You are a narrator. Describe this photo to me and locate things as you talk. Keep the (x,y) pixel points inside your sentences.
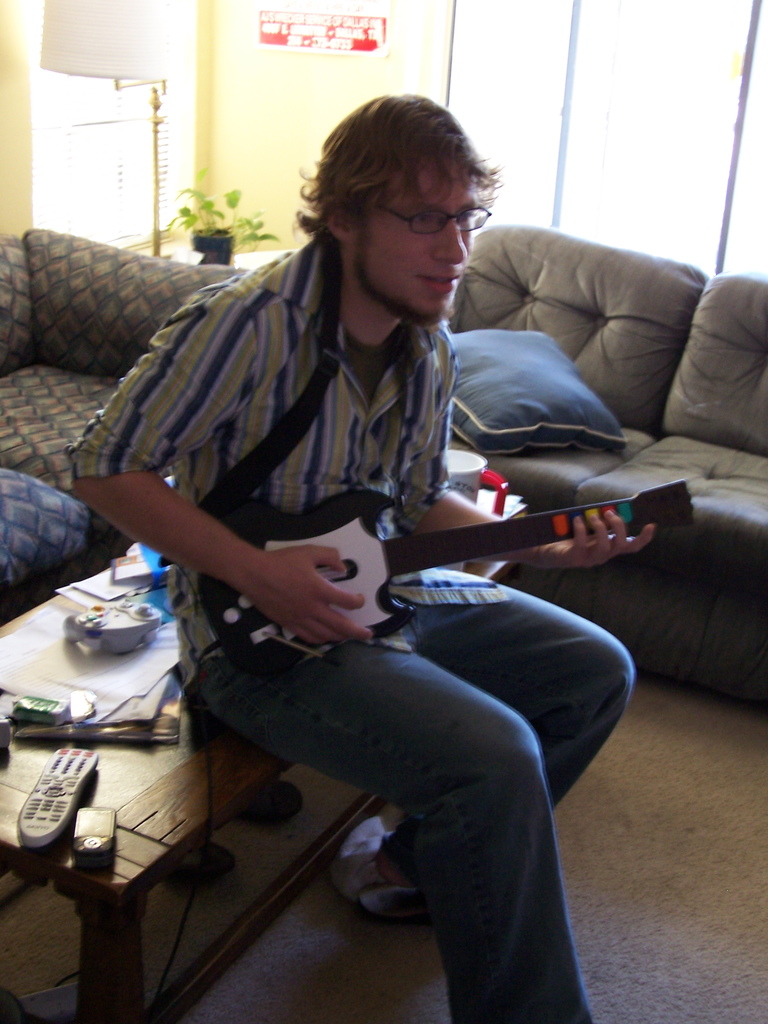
In this image there is a person (465,729) sitting on a table (201,804) and playing a musical instrument (499,530), there are objects (112,660) on the table (134,780), there is a couch (697,378) truncated towards the right of the image (720,399), there is a couch (96,364) truncated towards the left of the image (20,350), there are objects (17,645) truncated towards the left of the image (36,631), there is a pillow (529,381) on the couch (560,471), there is a plant (232,202), there is an object (159,34) truncated towards the top of the image (133,31), there is wall (281,97) truncated towards the top of the image (270,84), there is a board (322,35) on the wall (272,63), there is text (333,29) on the board (329,22), there are windows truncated towards the top of the image (572,81), there is a mat (683,878) truncated towards the bottom of the image (673,968), there are objects (422,919) on the mat (291,840).
